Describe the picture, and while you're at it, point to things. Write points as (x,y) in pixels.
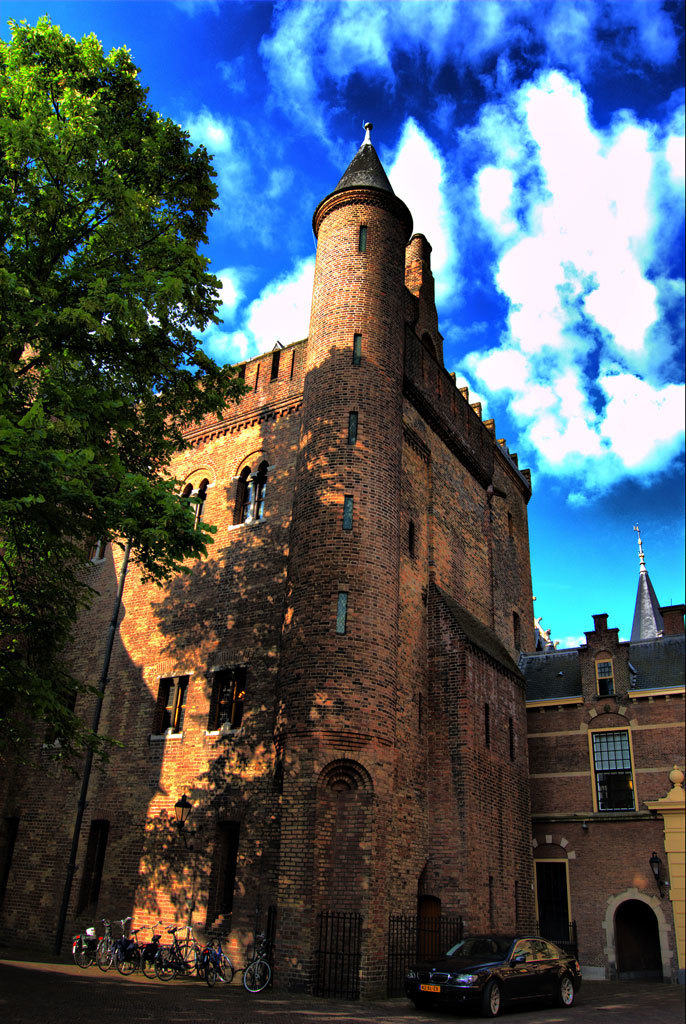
In this image I can see a building (461,601), at the top (273,111) I can see the sky (412,22) and the sky (450,90) color is blue and on the left side (105,296) I can see trees (86,494), in front of the building (60,937) I can see bicycle (100,927) and car (491,940) parking on the road (200,1011).
